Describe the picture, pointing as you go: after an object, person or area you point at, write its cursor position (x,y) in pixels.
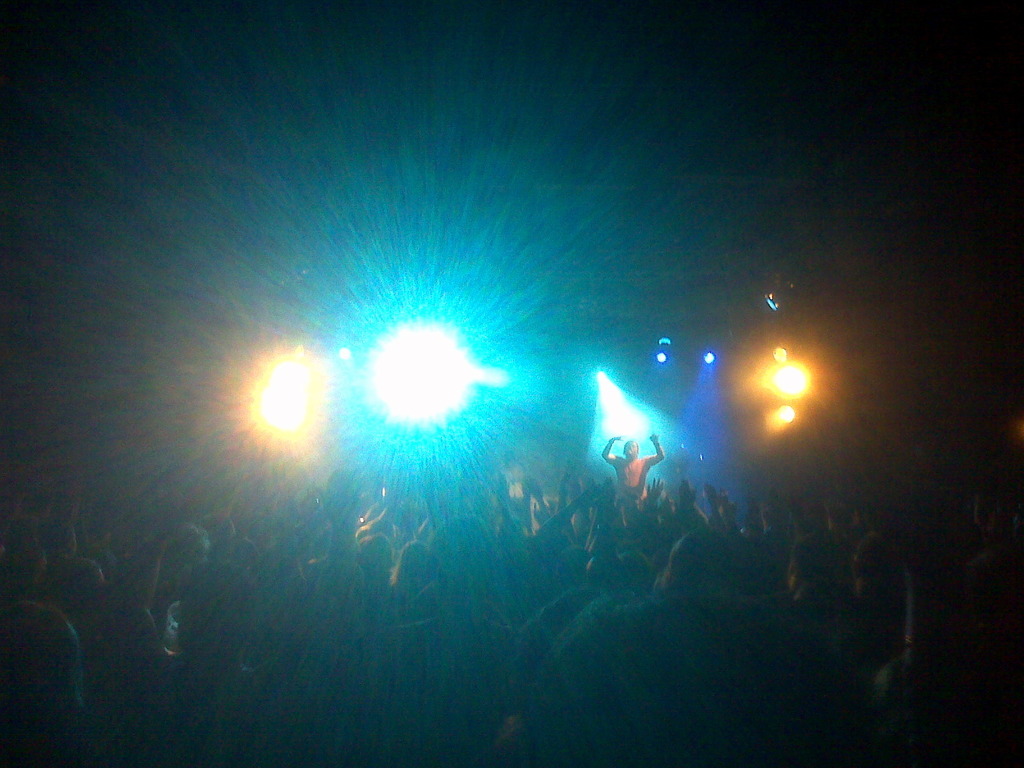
This picture describes about group of people (200,565), they are standing, in the background (605,413) we can see few lights (620,403).
